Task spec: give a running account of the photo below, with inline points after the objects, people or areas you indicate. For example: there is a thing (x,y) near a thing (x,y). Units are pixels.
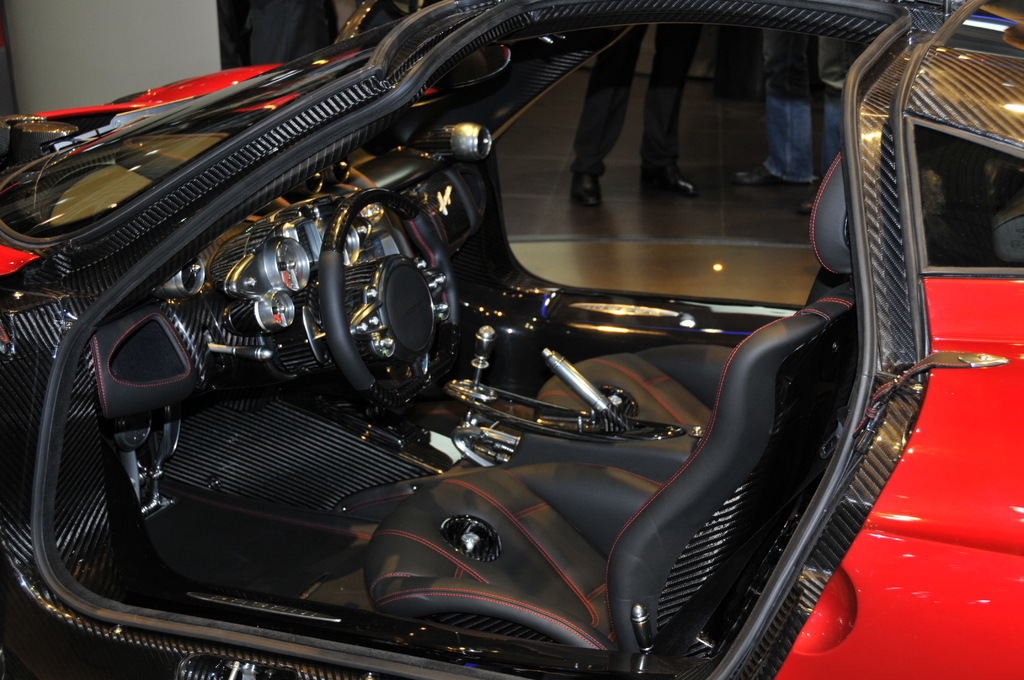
In this image I can see a vehicle (363,160) which is in red color. In the background (681,163), I can see few persons (590,133) are standing on the floor (646,231).
